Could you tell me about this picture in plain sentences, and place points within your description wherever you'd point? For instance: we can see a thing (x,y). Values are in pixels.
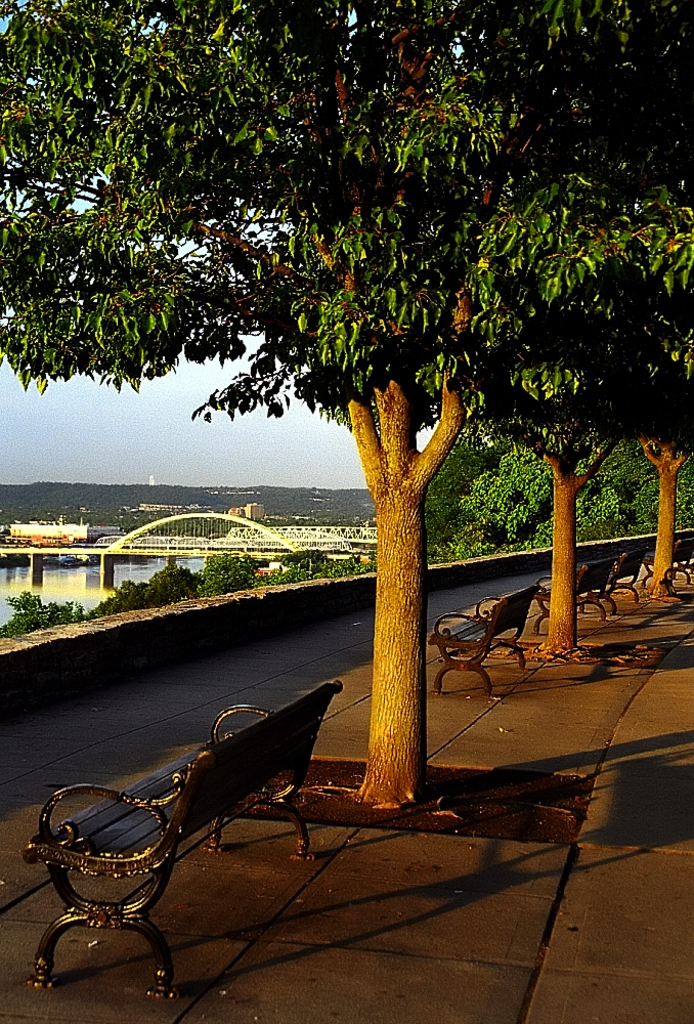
There are black color metal benches (156,839) are present at the bottom of this image (147,829), and we can see there are some tree (461,513) on the right side of this image (485,441). There is a bridge (162,546) and some trees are present on the left side of this image (212,546), and there is a sky (211,427) in the background (226,379).
